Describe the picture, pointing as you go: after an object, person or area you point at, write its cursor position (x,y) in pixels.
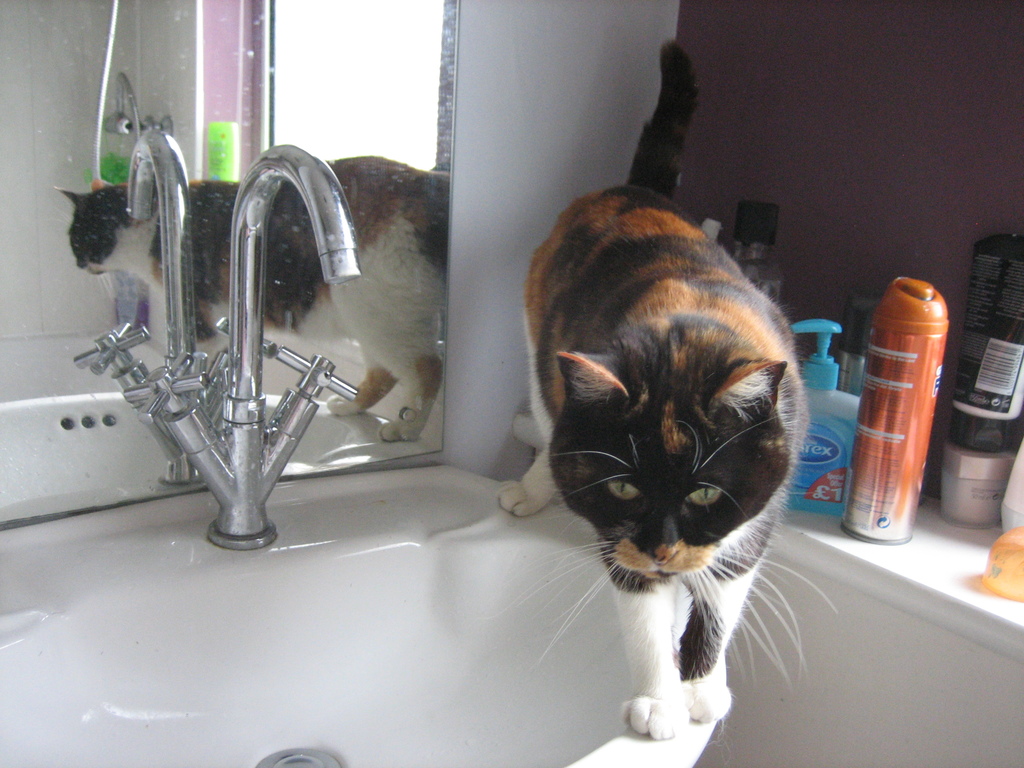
In this picture I can see a cat (746,567) in front (682,455) which is on the wash basin (340,581) and I see a tap (245,324) on it and on the right side of this image (985,308) I see few things (1004,317) and in the background (366,17) I see the wall (706,134) and a mirror (112,225).
